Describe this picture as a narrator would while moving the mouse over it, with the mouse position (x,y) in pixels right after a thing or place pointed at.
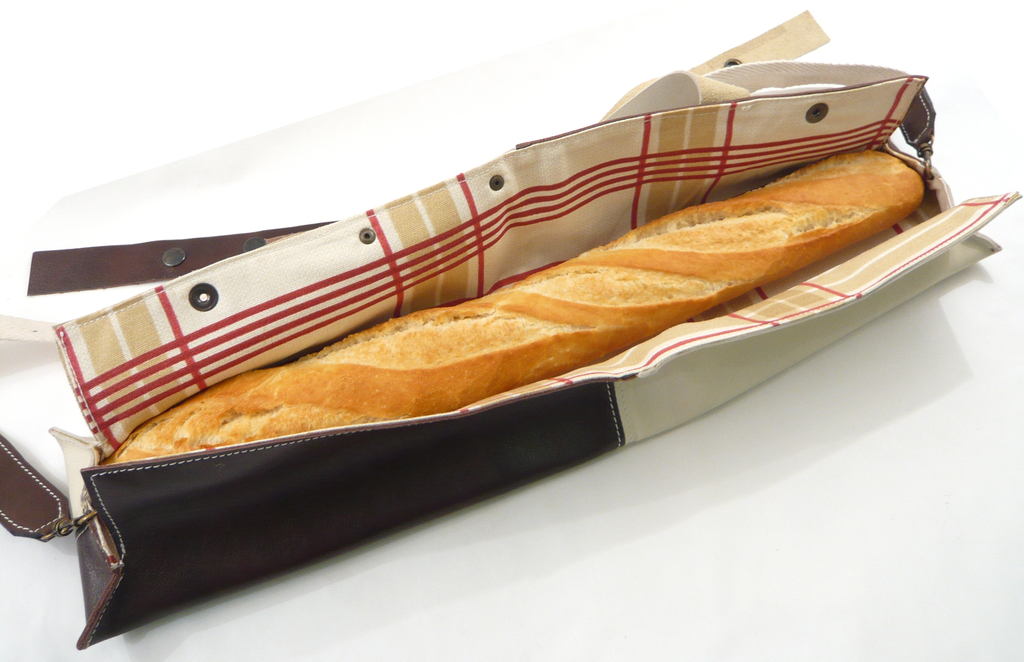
In this image we can see a food item (733,205) in a bag (429,295), and the background (98,93) is white in color.
